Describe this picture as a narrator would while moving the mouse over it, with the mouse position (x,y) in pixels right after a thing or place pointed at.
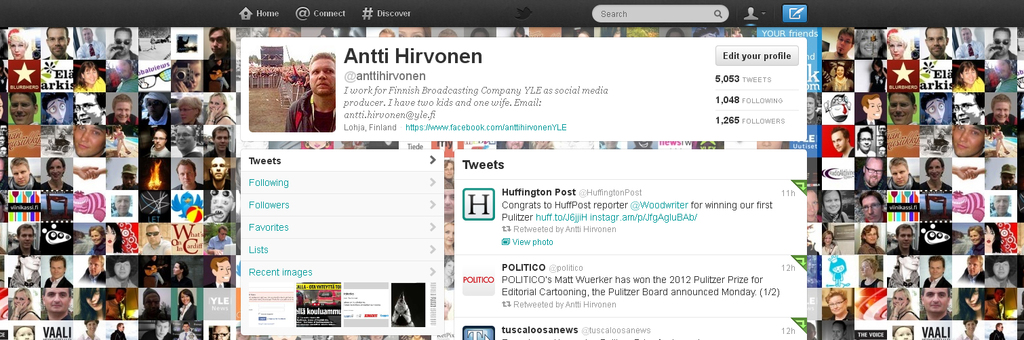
In this picture we can see a web page (820,102), in this web page (823,143) we can see pictures (120,103) of some people (86,102), there is some text (416,112) and a picture (291,93) in the middle (672,206), in this picture (322,99) we can see a person (303,98), some trees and the sky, we can also see some icons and a search bar (638,16) at the top of the picture (638,16).
